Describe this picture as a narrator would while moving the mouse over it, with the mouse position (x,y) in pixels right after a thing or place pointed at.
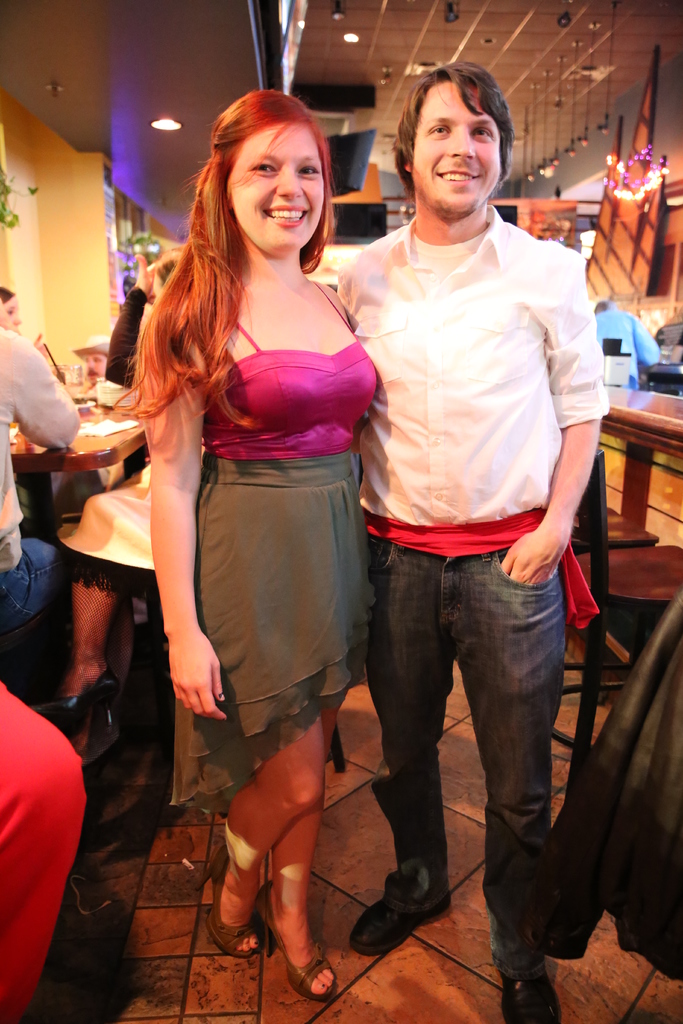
In this image there is a man (374,608) and a woman (321,745) standing with a smile on their face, behind them there are tables (128,442) and chairs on which there are few people (105,563) seated.
